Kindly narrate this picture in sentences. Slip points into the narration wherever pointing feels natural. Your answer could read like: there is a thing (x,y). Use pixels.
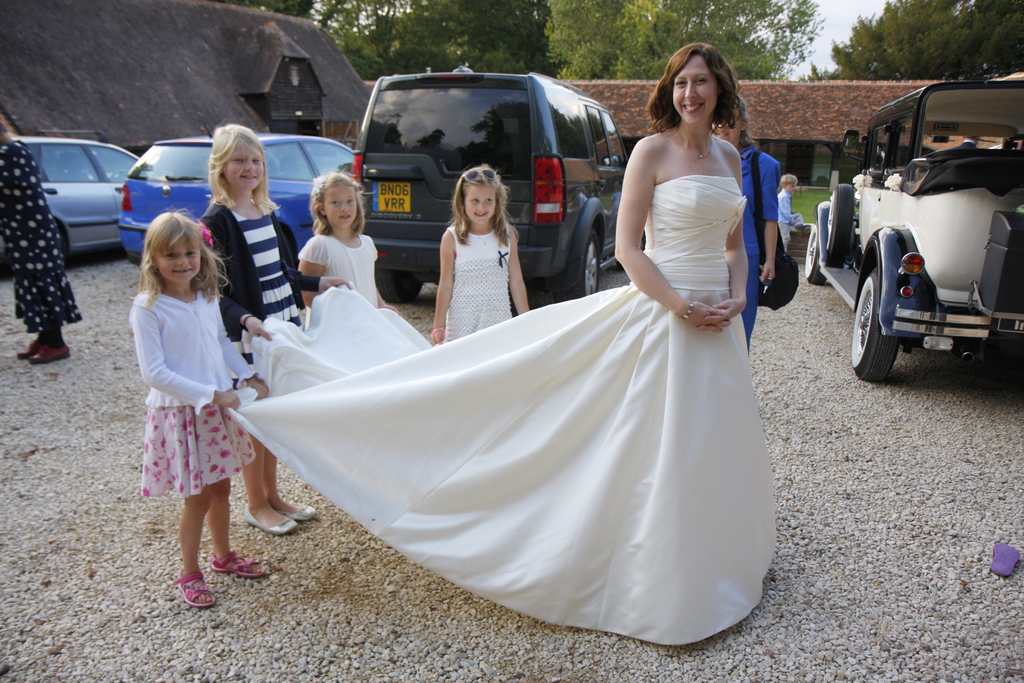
In this image we can see a woman (664,386) wearing white color dress (515,345) and some kids (518,302) holding her dress (346,386) and in the background of the image (488,38) there are some cars (422,135), houses (273,42) and trees (585,38).
